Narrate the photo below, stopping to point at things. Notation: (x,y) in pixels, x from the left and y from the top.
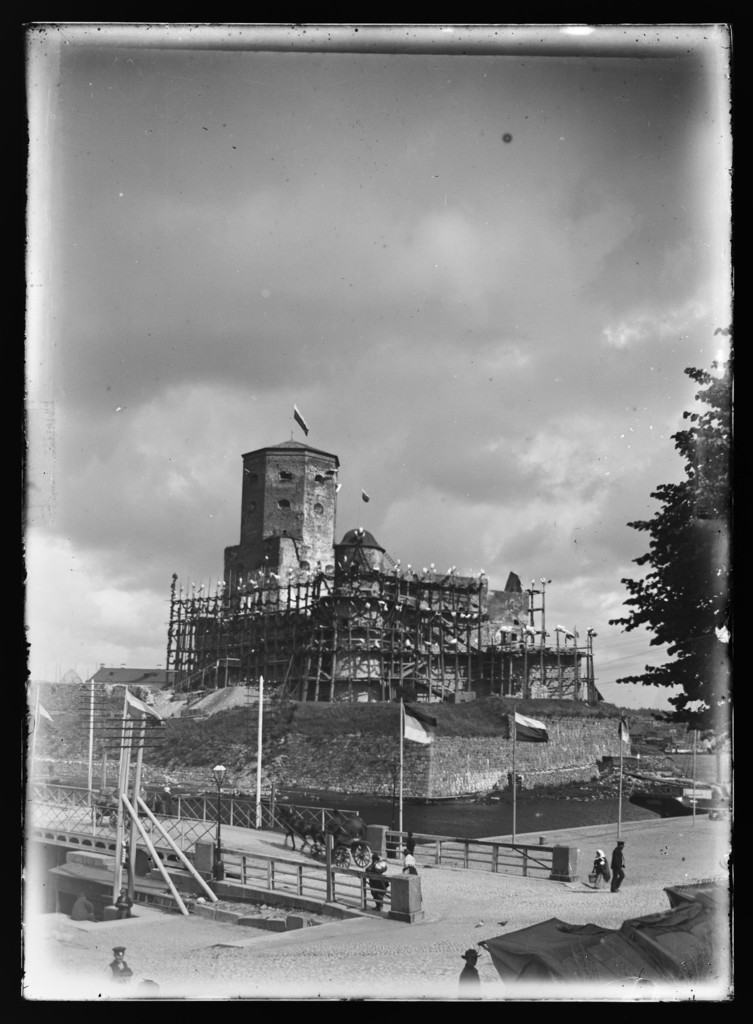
This is a black and white image. There is a bridge (398,881) at the center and there are flags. People (603,867) are present near it. There is a tree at the right corner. There is water (494,822) beside the bridge (414,885). There is a building (288,650) at the back (333,553) and there are flags (301,427) on the top of it. There is sky (648,642) on the top (597,214).
